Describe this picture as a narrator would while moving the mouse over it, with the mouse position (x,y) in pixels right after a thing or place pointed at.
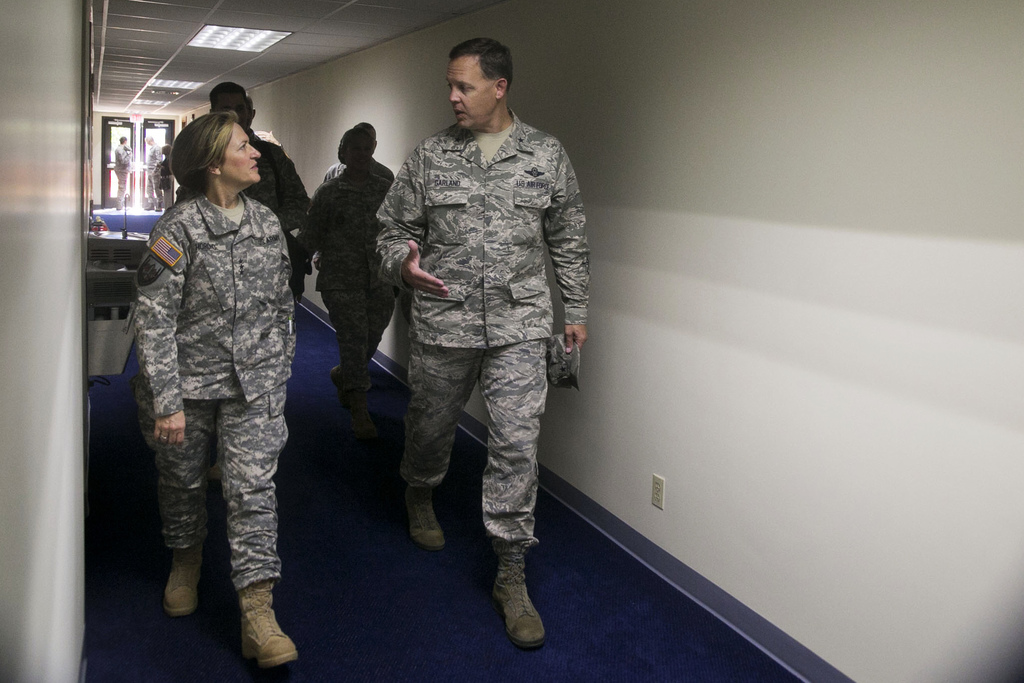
In this image there are people (264,238) walking on a floor (332,484) on either side of the floor (383,624) there is wall (378,90), in the top (361,28) there is ceiling (234,4) and lights (204,37).
